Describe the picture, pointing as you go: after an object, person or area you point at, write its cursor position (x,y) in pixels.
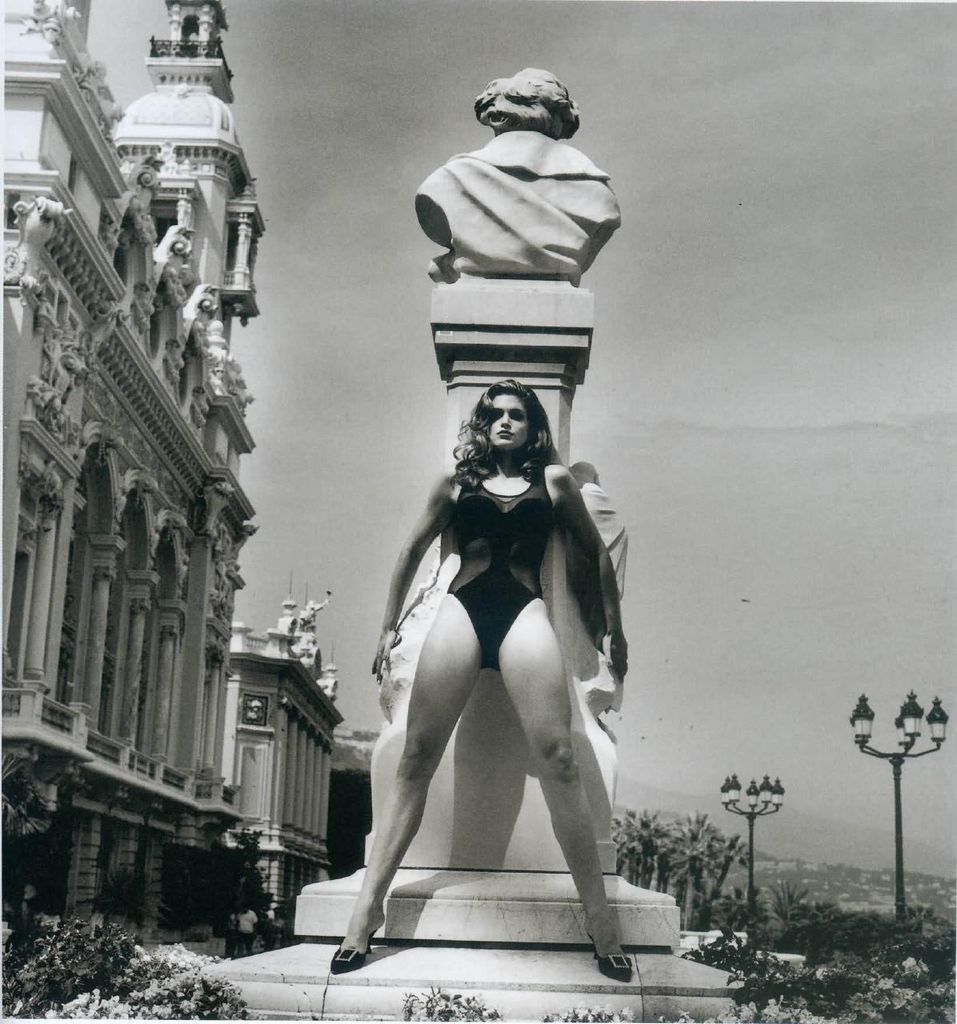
In this black and white image, we can see a person (533,667) wearing clothes (505,561) and standing in front of the statue (506,254). There is a building (149,491) on the left side of the image (71,391). There are plants (120,986) in the bottom left of the image (126,990). There are lights (895,776) in the bottom right of the image (900,764). In the background of the image (674,407), there is a sky (320,217).
